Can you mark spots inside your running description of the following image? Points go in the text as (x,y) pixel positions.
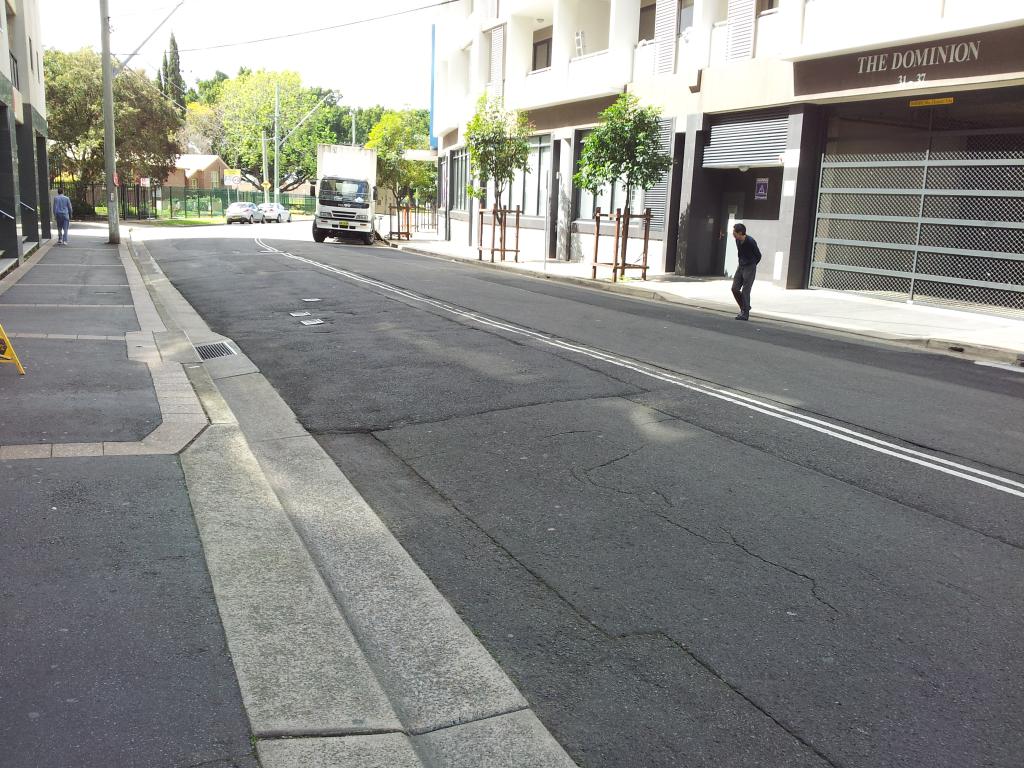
In this image we can see persons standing on the road (286,221), motor vehicles (283,208), street poles (275,193), street lights (312,112), electric cables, buildings (754,122), plants (473,158), name boards (950,100), mesh (880,208) and sky (288,46).
